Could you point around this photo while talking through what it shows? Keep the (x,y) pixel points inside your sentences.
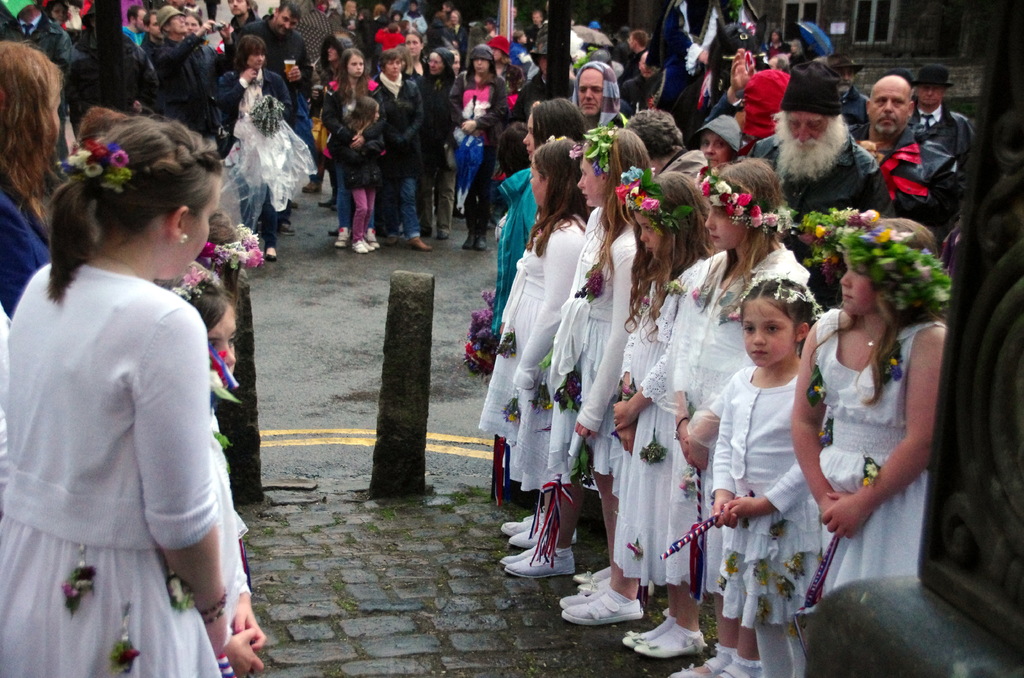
In this picture we can see a group of people (440,195) standing on the ground (270,516), stones (251,390) and some objects (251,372). In the background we can see an umbrella (819,31), windows (893,27) and the wall (905,24).
